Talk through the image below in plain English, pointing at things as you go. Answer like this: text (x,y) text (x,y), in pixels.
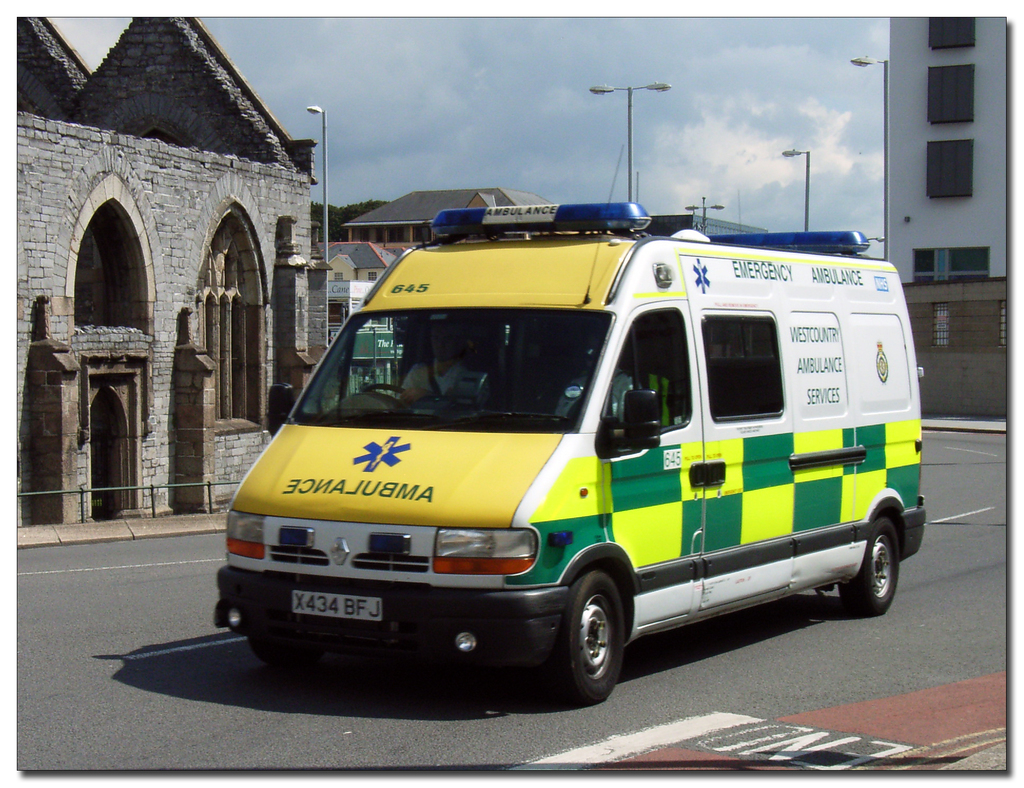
In the picture we can see a road (862,736) on it, we can see an ambulance van (889,439) and behind it, we can see some house building (126,182) and near to it, we can see a path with street lights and to the opposite side also we can see some buildings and near to it also we can see some street lights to the poles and in the background (578,151) we can see a sky (571,140).
